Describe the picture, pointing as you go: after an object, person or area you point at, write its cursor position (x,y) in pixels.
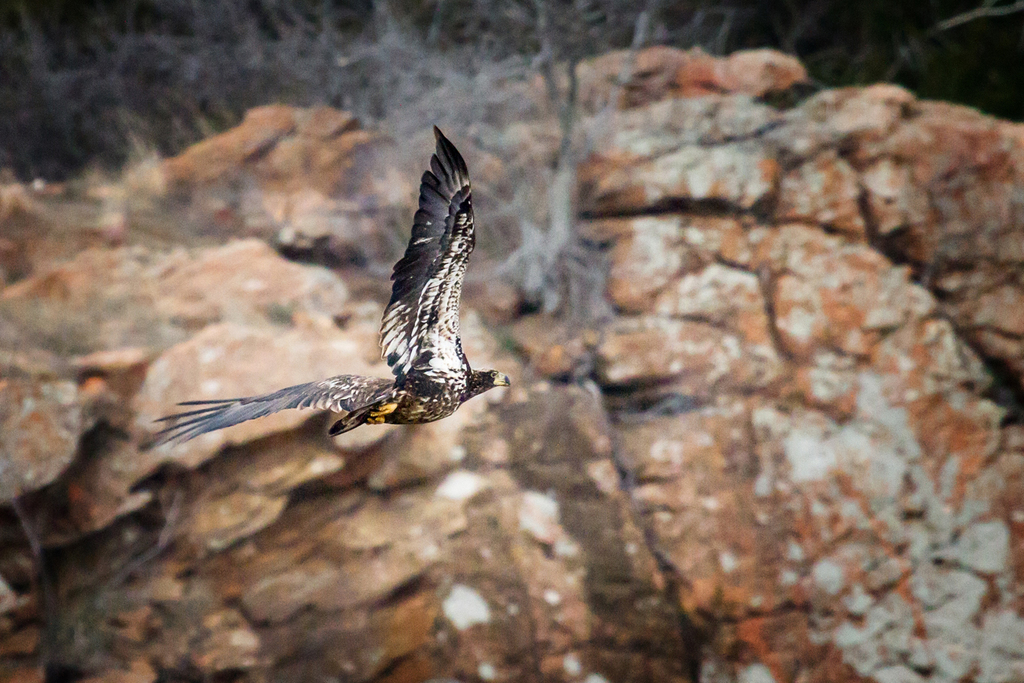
In the picture I can see a bird (420,349) is flying in the air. In the background (393,126) I can see rocks (598,419) and some other things (301,83). The background of the image (198,366) is blurred.
